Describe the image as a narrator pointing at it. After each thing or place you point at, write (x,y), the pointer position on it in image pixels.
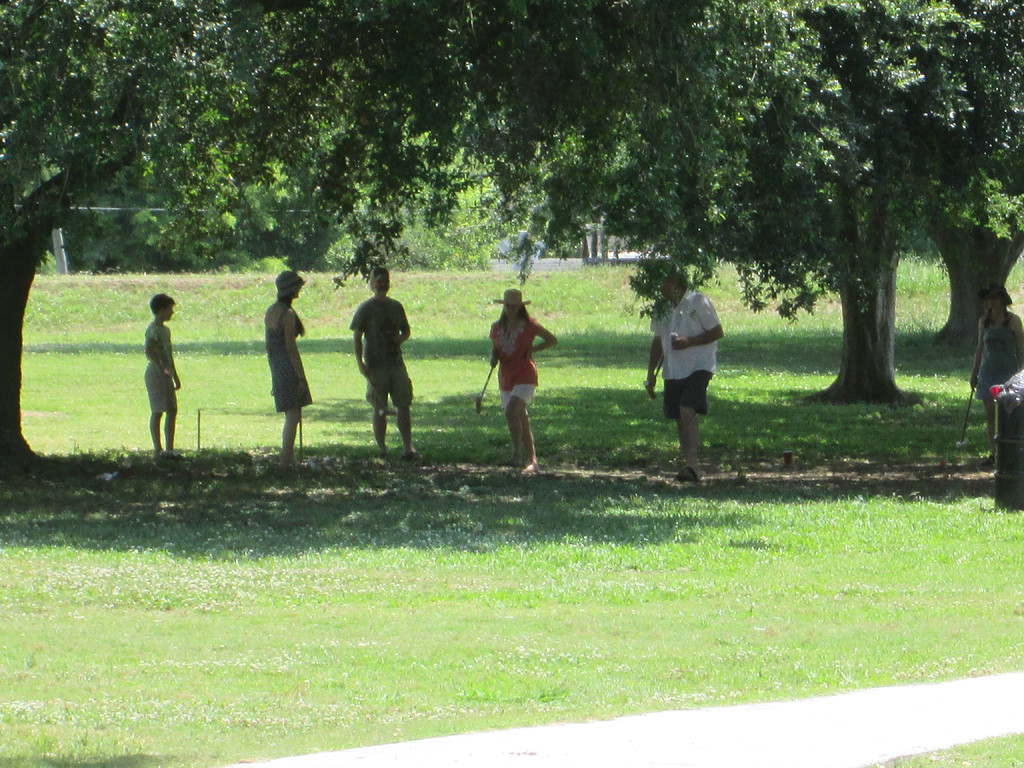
In this picture there are people (512,377) and we can see grass (576,506), trees (1011,125), path (924,696) and pole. On the right side of the image (1022,502) we can see objects (1008,502).
